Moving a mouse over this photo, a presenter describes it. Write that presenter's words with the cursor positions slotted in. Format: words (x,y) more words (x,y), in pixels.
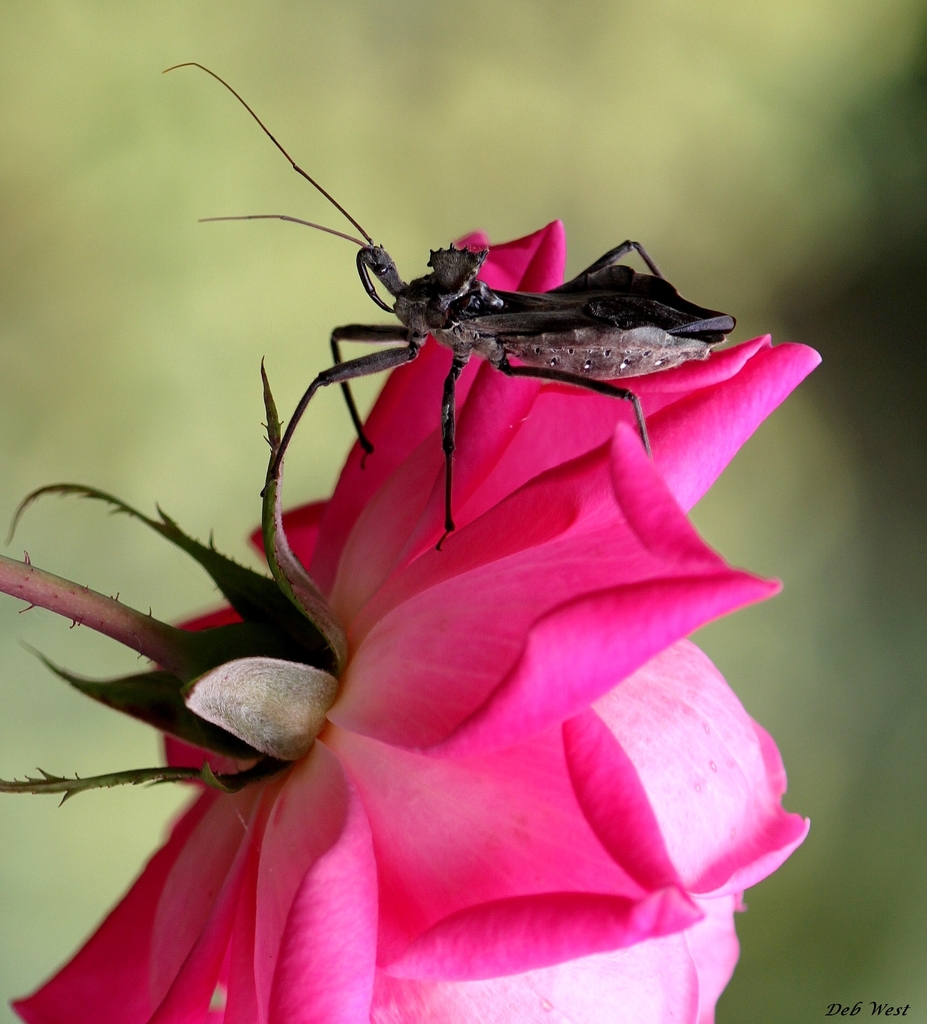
In this image there is a rose flower (496,786) on that there is an insect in the background (176,74) it is blurred.
